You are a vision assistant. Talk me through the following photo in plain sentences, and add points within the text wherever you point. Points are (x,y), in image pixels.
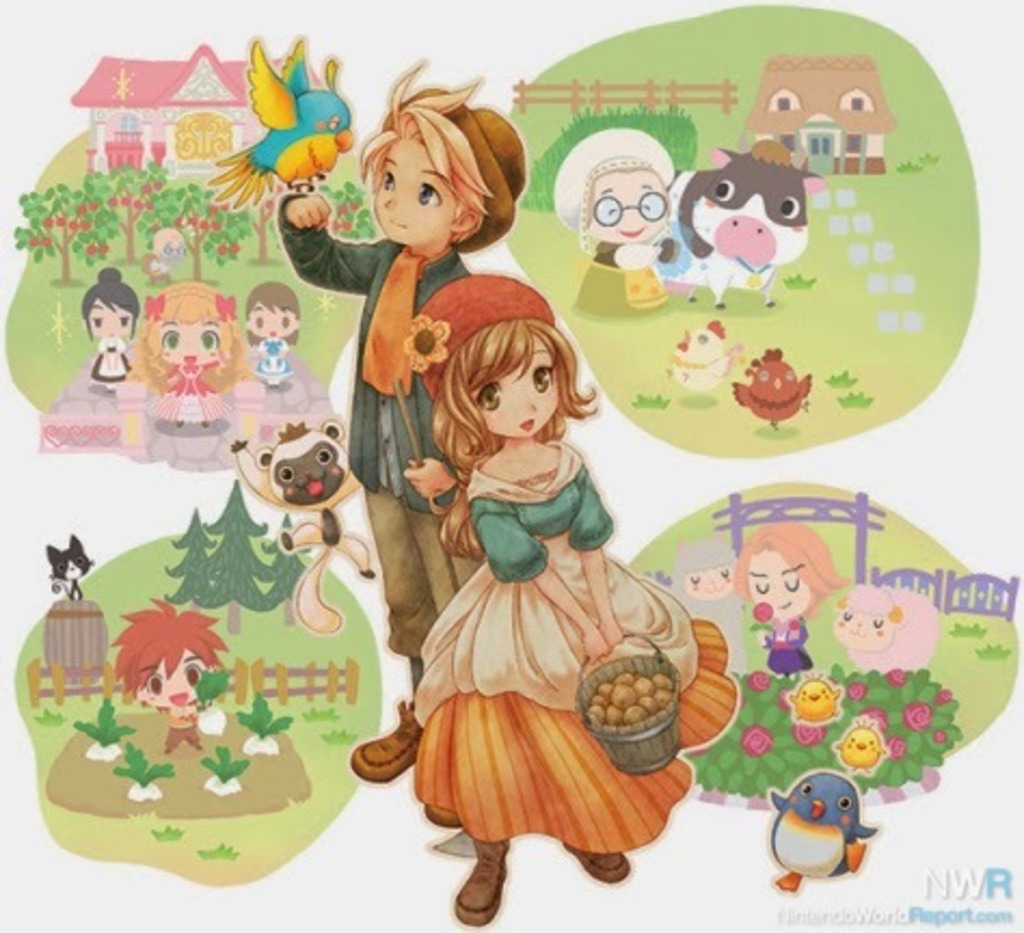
In this image we can see the cartoon pictures (701,512).
